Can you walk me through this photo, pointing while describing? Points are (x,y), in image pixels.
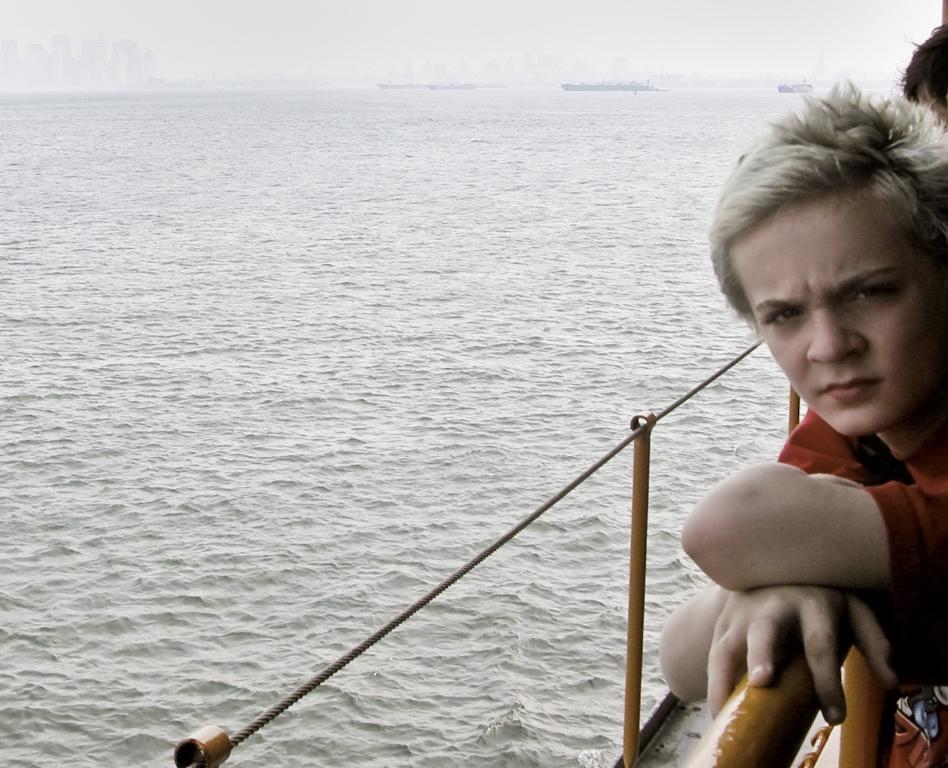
In the image there is a boy (813,546) standing by holding the railing (868,715) and on the left side (274,291) there is a water surface (433,250).
